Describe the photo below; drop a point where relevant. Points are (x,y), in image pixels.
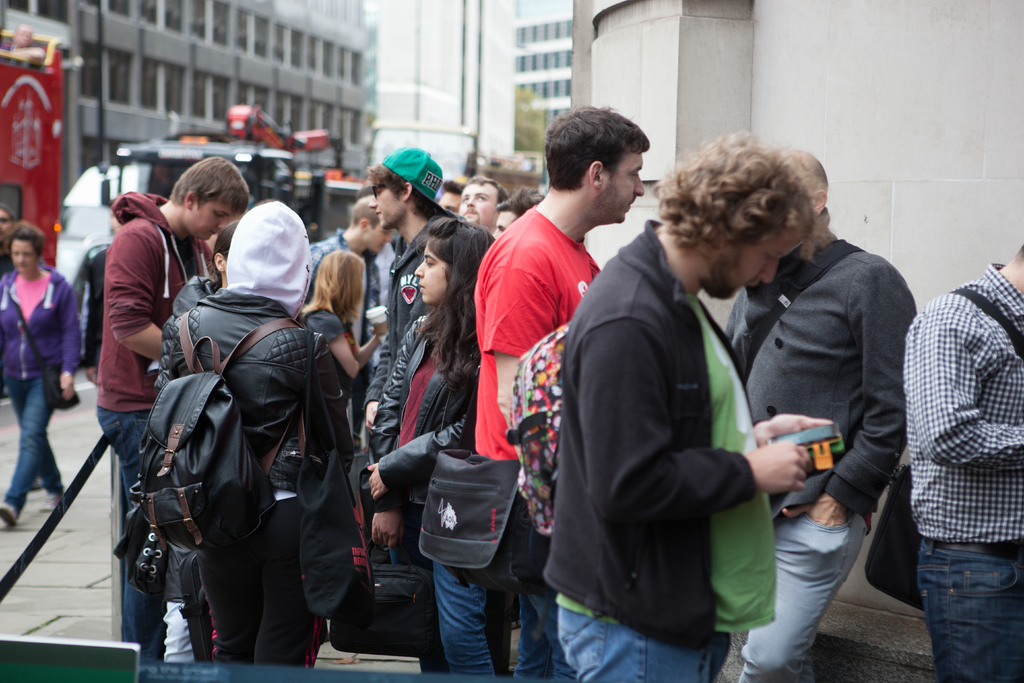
In this image we can see a group of people (944,388) standing and few people (637,443) are holding some objects (501,489). There are few objects (96,662) at the bottom of the image (111,664). There are few buildings (384,68) in the image. There are few vehicles (127,155) in the image. There is a tree (524,127) in the image.
